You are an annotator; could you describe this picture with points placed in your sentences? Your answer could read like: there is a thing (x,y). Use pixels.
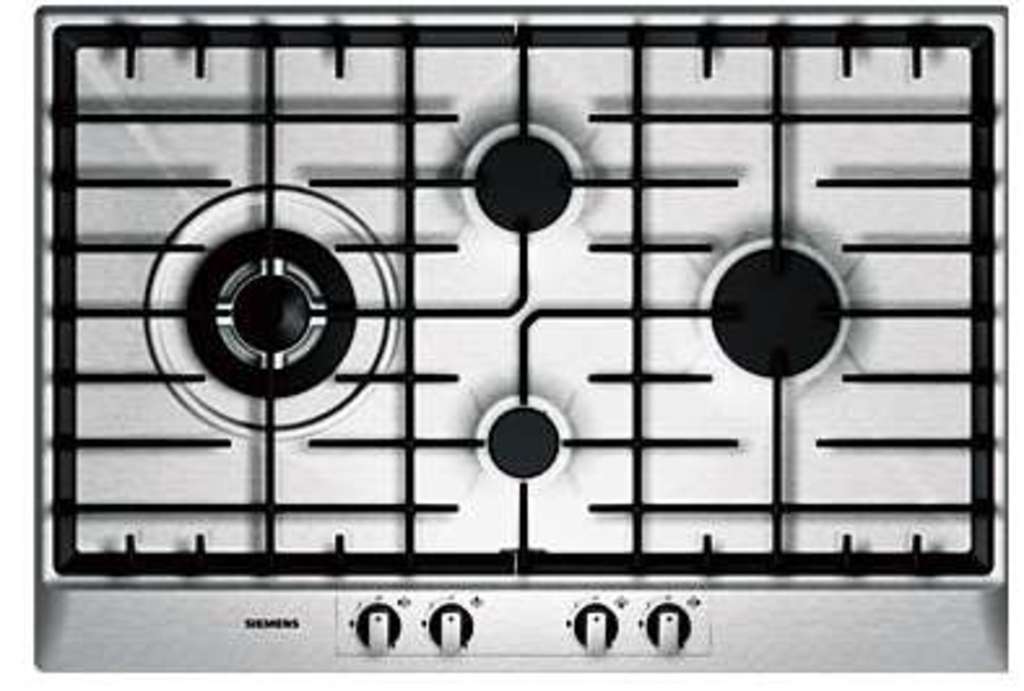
This is a black and white picture. In this picture we can see a gas stove (269,87). There is a burner (215,326) and a few rods (229,40). We can see some text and buttons (685,632) at the bottom of the picture (681,615).
